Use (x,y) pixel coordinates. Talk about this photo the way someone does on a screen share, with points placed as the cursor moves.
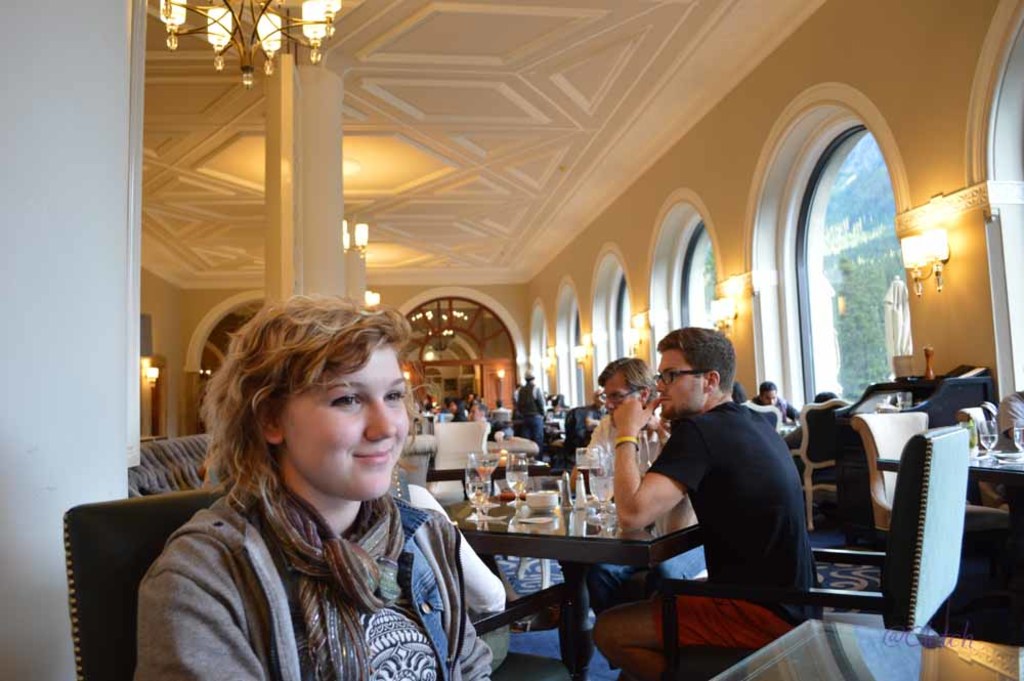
In the image we can see few persons (605,438) were sitting on the chair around the table (483,534). On table (590,548) we can see wine glasses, tissue paper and bowl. In front (219,583) the lady (257,458) she is smiling. In the background (866,114) there is a wall (657,198), light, door (461,326), glass (837,299), tree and few persons (599,422) were sitting on the chair (804,410) around the table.
